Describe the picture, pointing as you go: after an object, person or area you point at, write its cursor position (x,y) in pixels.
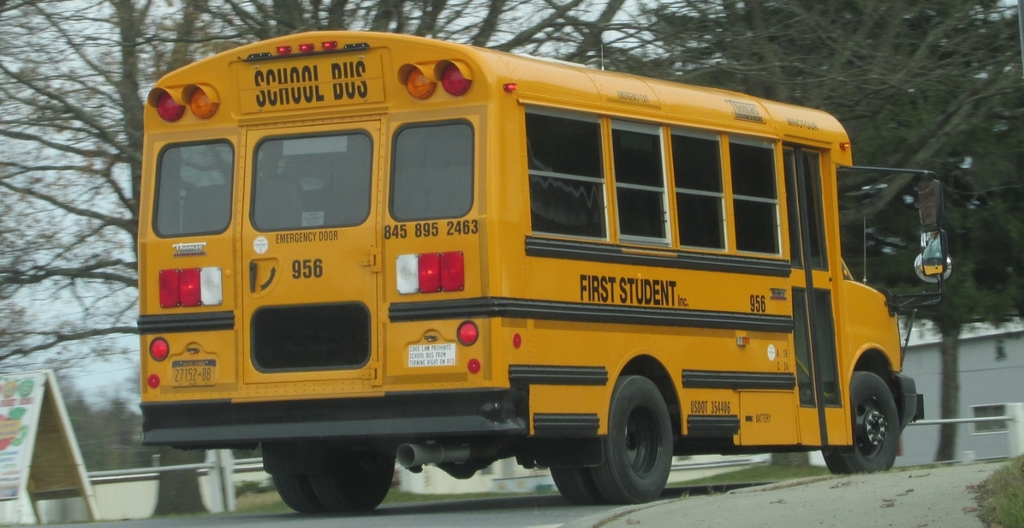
In the center of the image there is a bus (581,476). In the background of the image (131,59) there are trees (102,64). At the bottom of the image (248,524) there is road (229,527). To the left side of the image (18,400) there is advertisement board (26,454).
